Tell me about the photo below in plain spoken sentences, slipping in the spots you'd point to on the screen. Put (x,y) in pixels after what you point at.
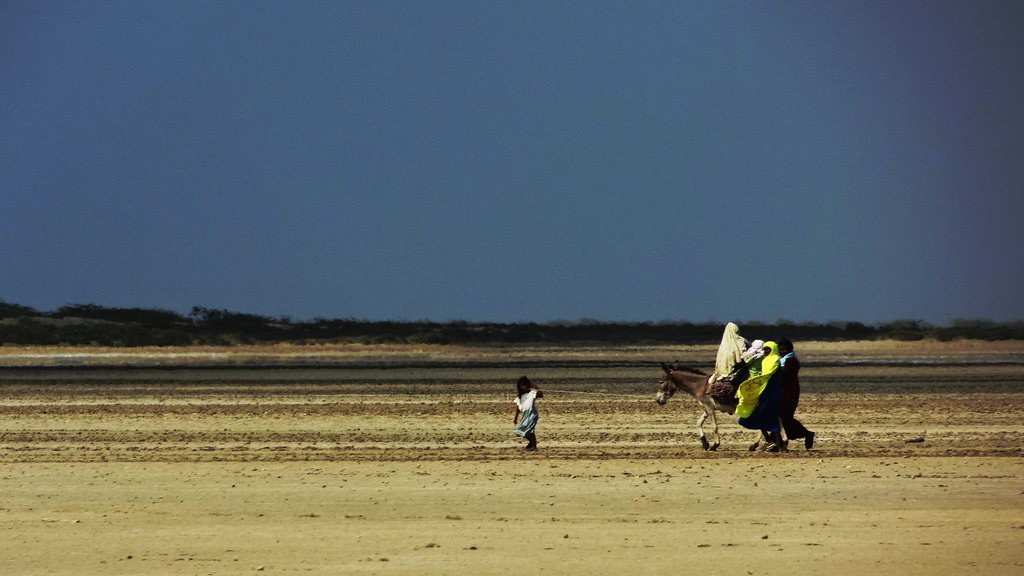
In this image we can see some people (785,389) standing on the ground (532,460). One person (725,374) is riding an animal (713,417). In the center of the image (423,328) we can see some trees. At the top of the image (514,49) we can see the sky (820,96).
